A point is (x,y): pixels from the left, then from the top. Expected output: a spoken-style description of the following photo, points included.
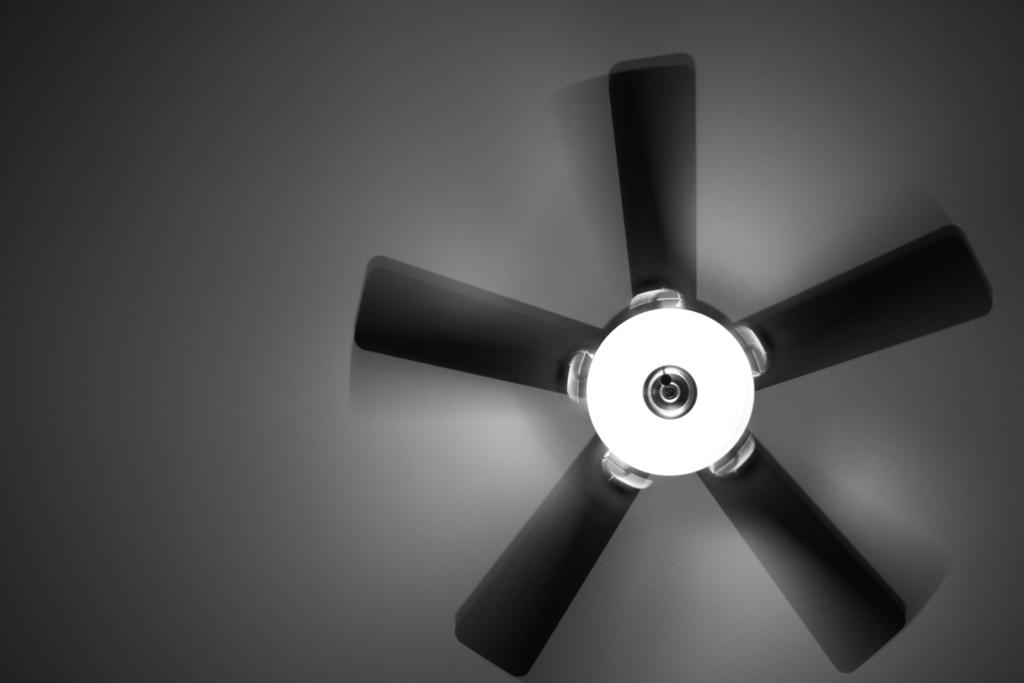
In the center of the image (408,300) we can see a fan (623,355) with light (643,401) attached to the roof (553,421).
